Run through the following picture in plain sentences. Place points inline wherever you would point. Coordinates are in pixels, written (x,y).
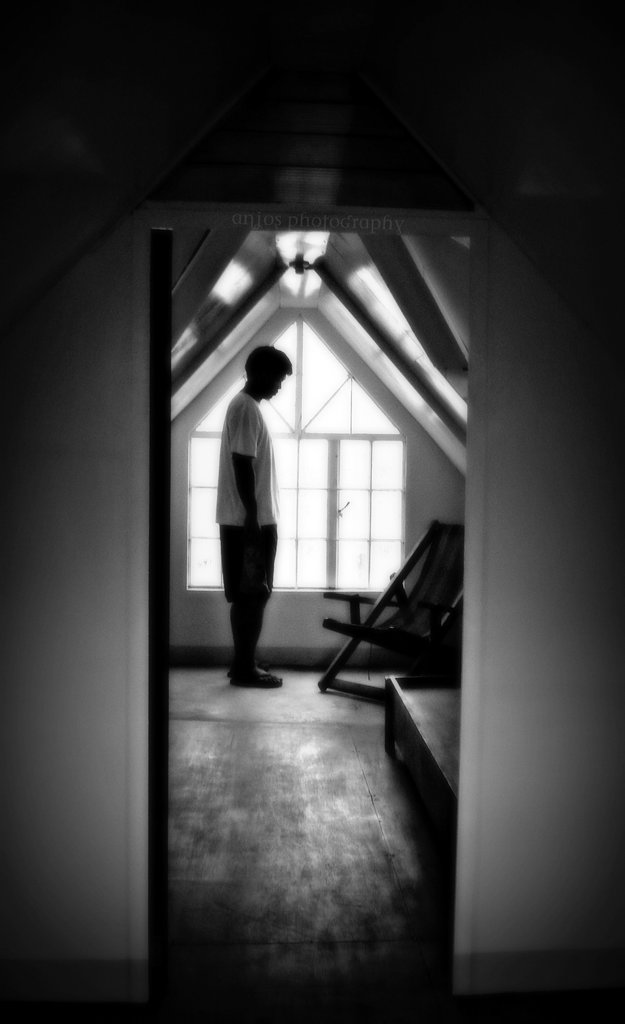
In a room (219,639) there is a man (239,475) with white t-shirt (233,479) is standing. In front of him there is a chair (424,574). And in the background (334,444) there is a window (276,453).
